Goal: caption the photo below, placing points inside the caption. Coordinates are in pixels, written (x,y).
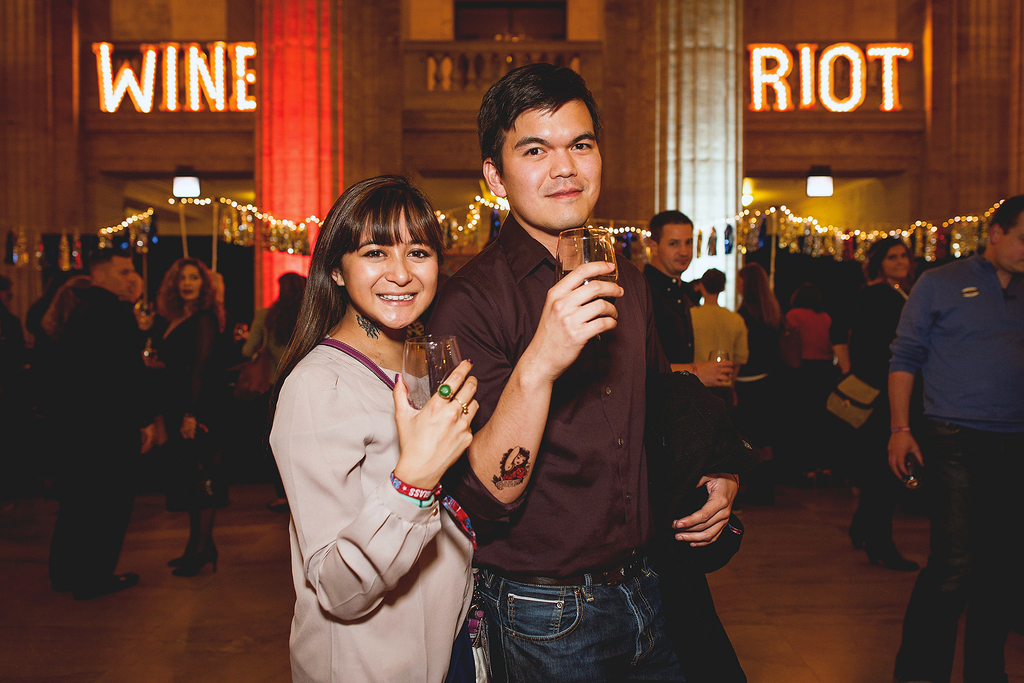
In this image I see a man (573,306) and a woman (313,651) who are smiling and I see that both of them are holding glasses (423,338) in their hands (456,455) and I see a tattoo (515,475) on this hand (514,391) and I see another tattoo (369,319) on the neck (367,318) of this woman (352,329) and in the background (108,222) I see number of people (1009,337), lights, 2 words (766,87) written on the wall (776,67) and I see the path (133,669).
